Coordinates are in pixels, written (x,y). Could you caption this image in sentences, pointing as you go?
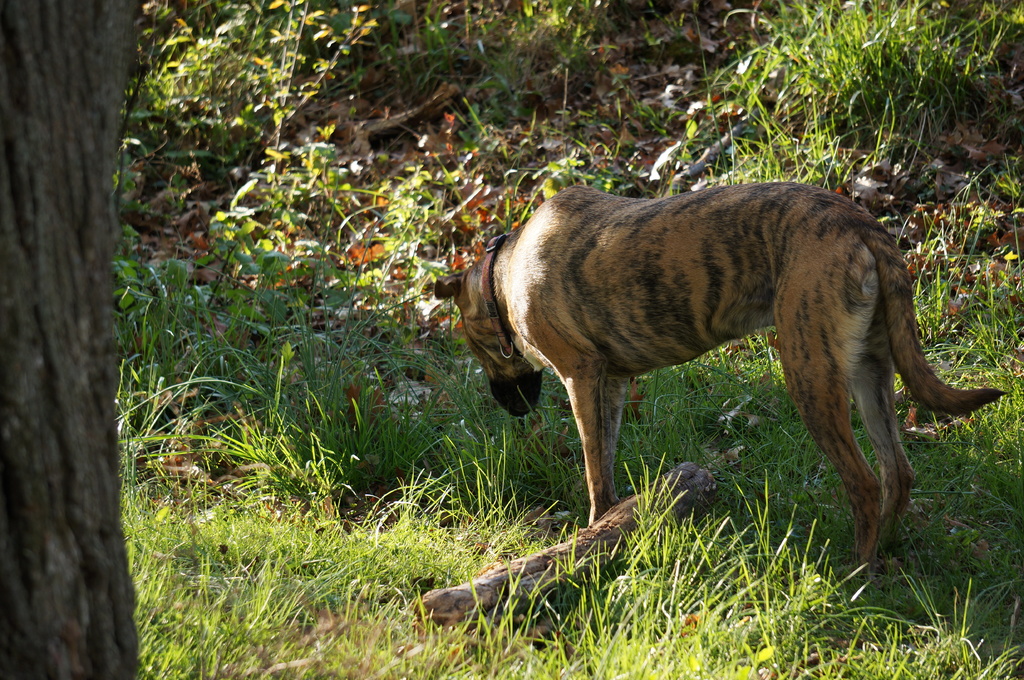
In this picture I can see a dog (652,278) in front (808,282) and it is on the grass (419,514). On the left side of this picture (69,13) I can see the trunk (42,404) of a tree (80,198). In the background (240,105) I can see the grass (947,17) and the leaves (428,173).
